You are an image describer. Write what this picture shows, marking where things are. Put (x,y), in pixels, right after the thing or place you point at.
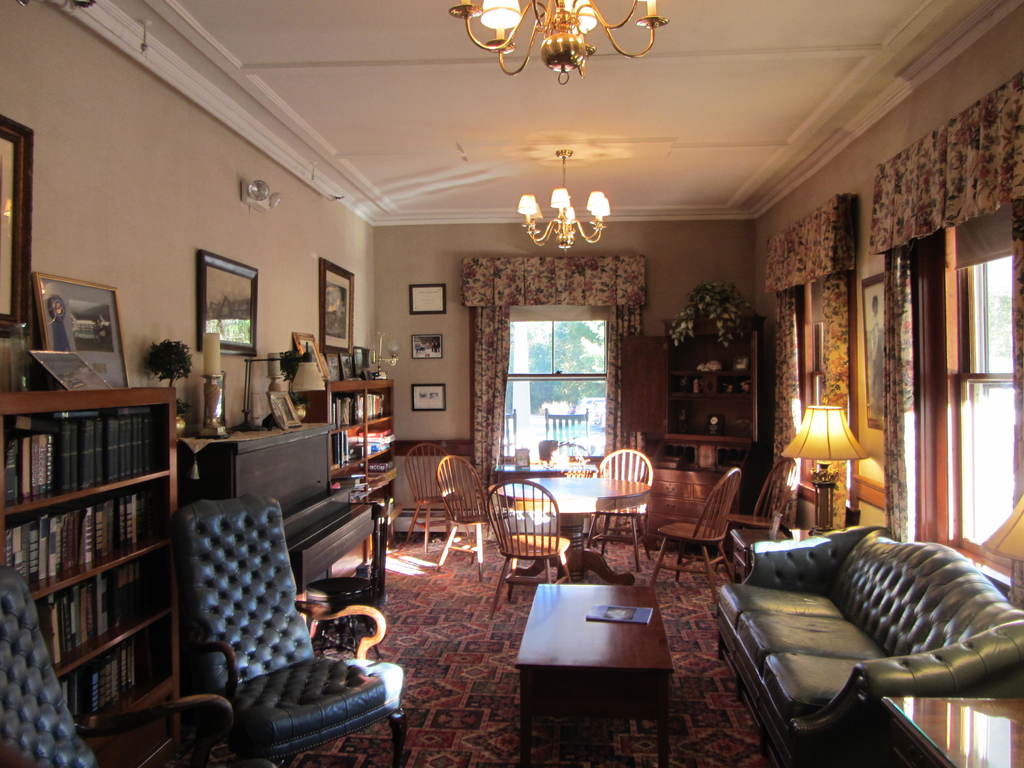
In this image I can see couch (832,671), chair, table (620,643). On the table (620,630) there is a book (630,614). There are book racks (125,598), frames (286,398) and a flower pot (299,410).
